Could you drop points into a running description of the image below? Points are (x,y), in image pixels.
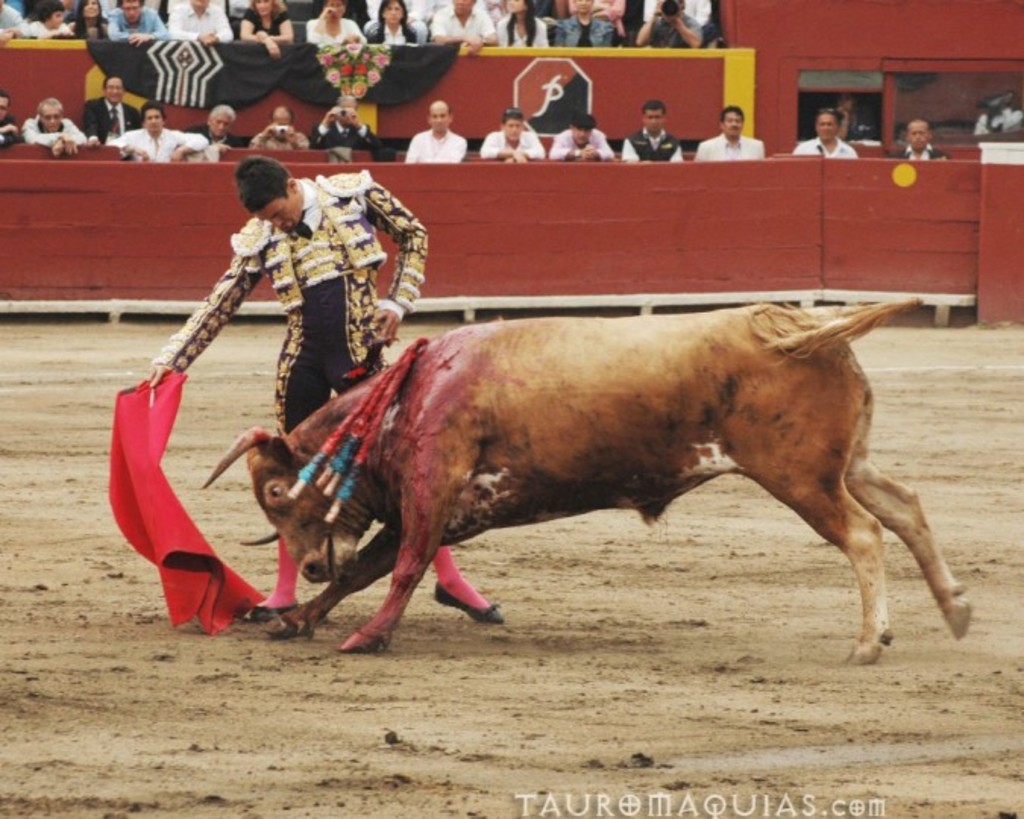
In this picture we can see one person (302,406) is standing on a ground (182,429) and playing with the bull (573,442), back side so many people (382,12) sitting and watching.
